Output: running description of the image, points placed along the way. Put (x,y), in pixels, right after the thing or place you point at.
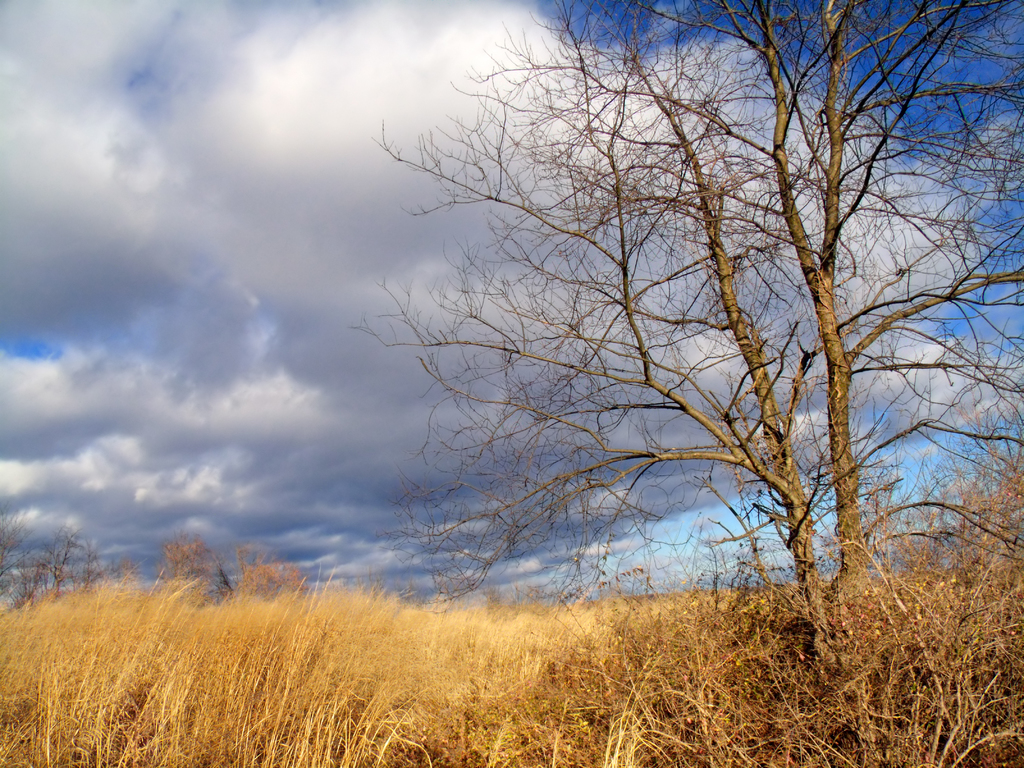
At the bottom of this image (456,623), there are dry trees (801,250), dry plants (742,708) and dry grass (262,688) on the ground (488,688). In the background (424,49), there are clouds (252,84) in the blue sky (175,143).
